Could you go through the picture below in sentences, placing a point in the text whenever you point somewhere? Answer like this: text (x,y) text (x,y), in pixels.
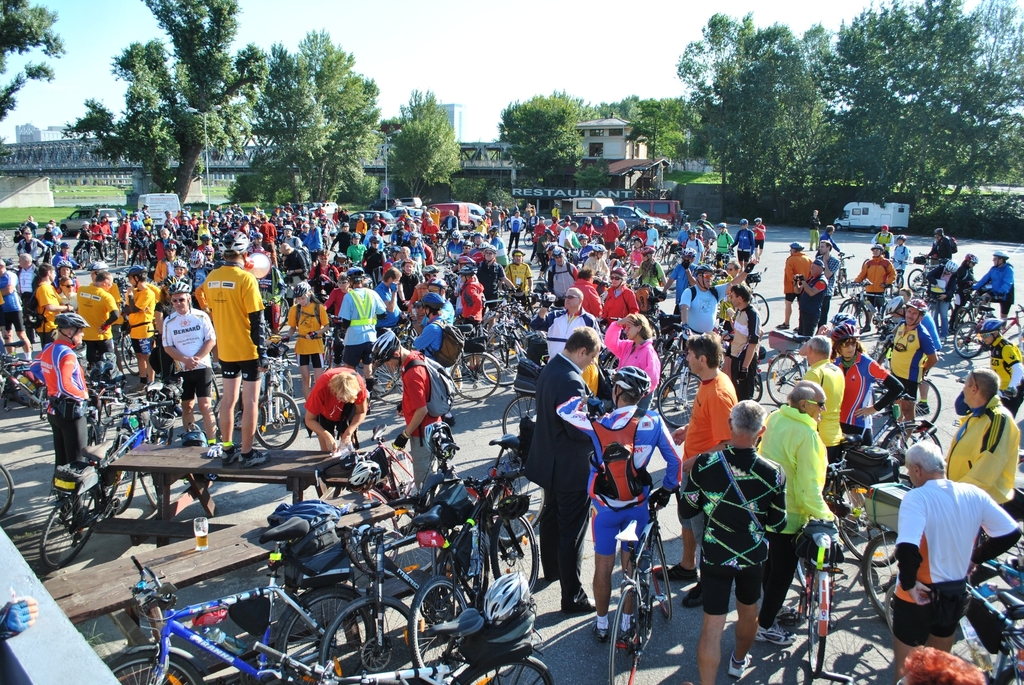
In this picture we can see group of people (412,269) and bicycles (510,419), in the background (588,205) we can find few vehicles (579,209), trees (449,152), poles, buildings (459,135) and a bridge (217,159).
